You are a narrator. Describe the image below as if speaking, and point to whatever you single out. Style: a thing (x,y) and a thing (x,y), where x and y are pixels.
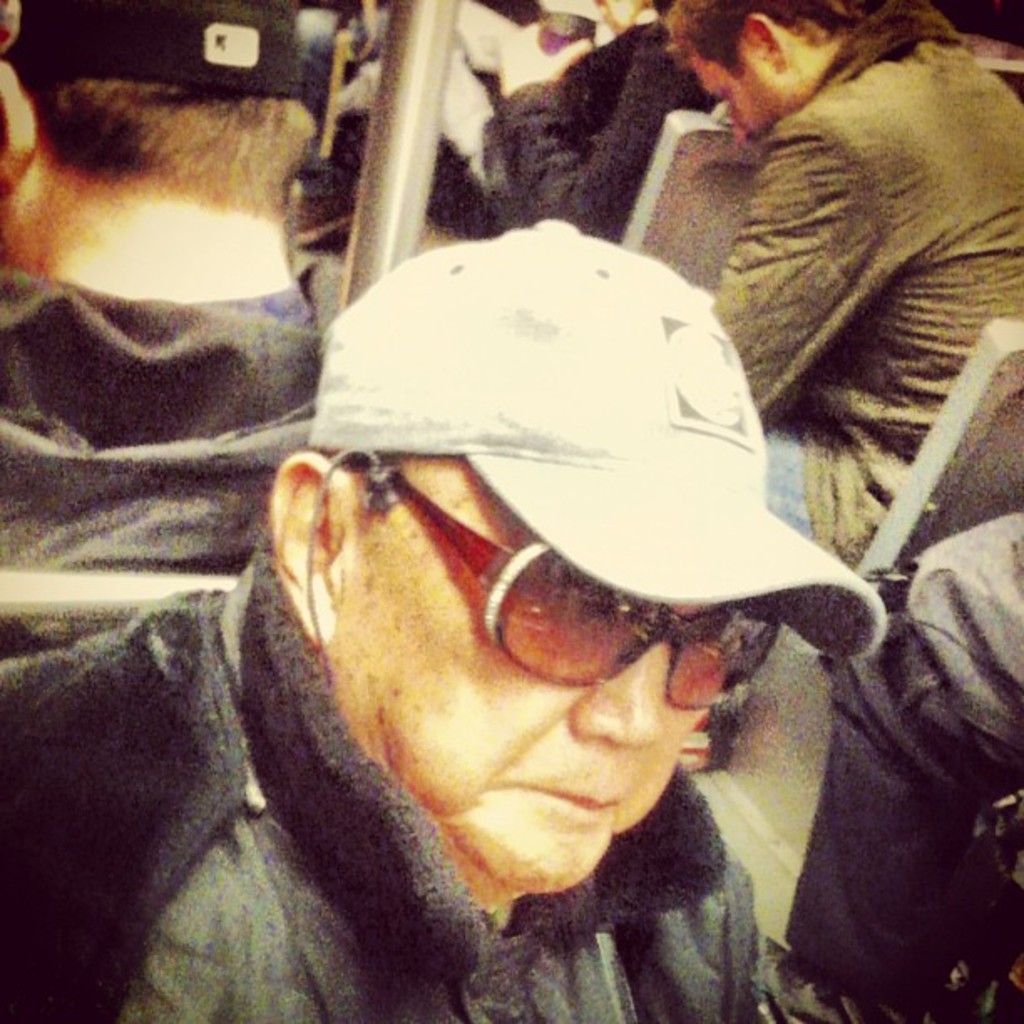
In this picture I can see few people (568,179) sitting in the chairs (690,228) and I can see couple of them (465,497) are wearing caps (111,74) on their heads (120,85) and a man (660,643) is wearing sunglasses (710,663), it looks like picture is taken in a vehicle (371,185).
